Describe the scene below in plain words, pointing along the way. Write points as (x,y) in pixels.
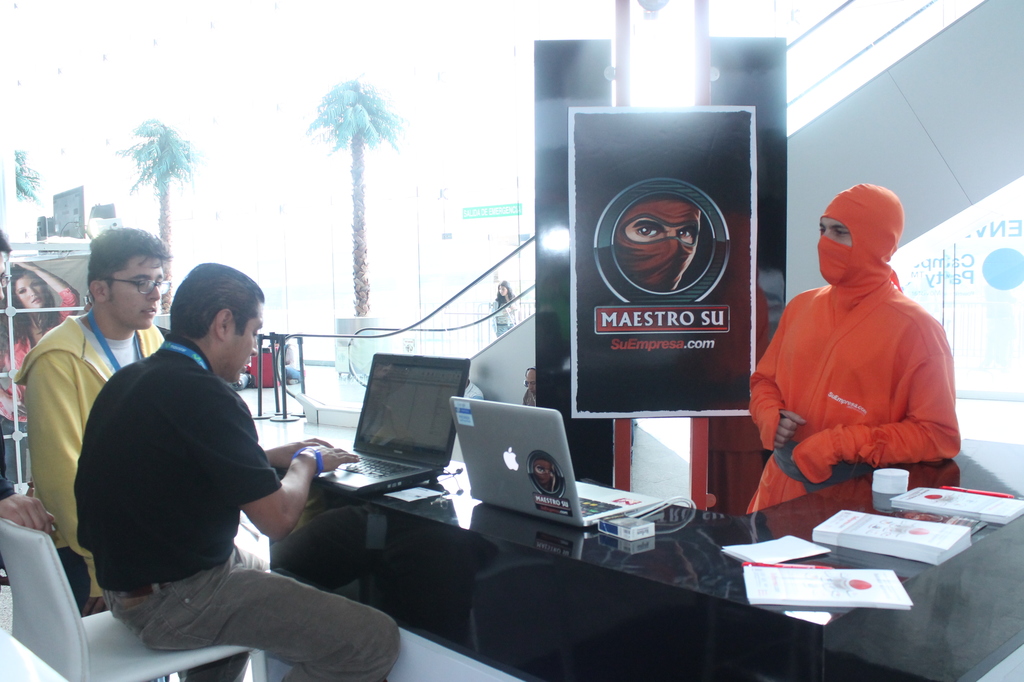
In this picture there is a man (222,492) sitting on the chair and looking into the laptop (377,436). There are also other men (120,287) who are standing. There is a poster (45,294). There are some trees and books (898,502) on the table (671,591).
